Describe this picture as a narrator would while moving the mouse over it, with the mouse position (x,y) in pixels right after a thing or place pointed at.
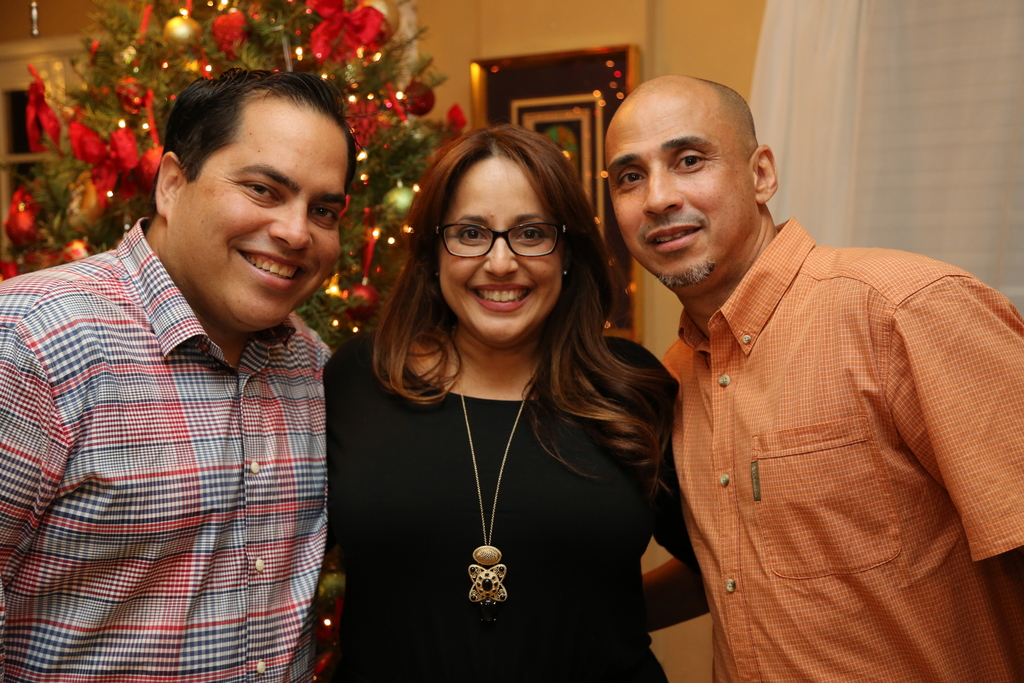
In the center of the image (579,338) we can see three persons (599,391). In the background of the image (264,32) we can see xmas tree (206,70) with decor (333,50) and lights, photo frame (594,147), wall (722,55), curtain (765,55).
